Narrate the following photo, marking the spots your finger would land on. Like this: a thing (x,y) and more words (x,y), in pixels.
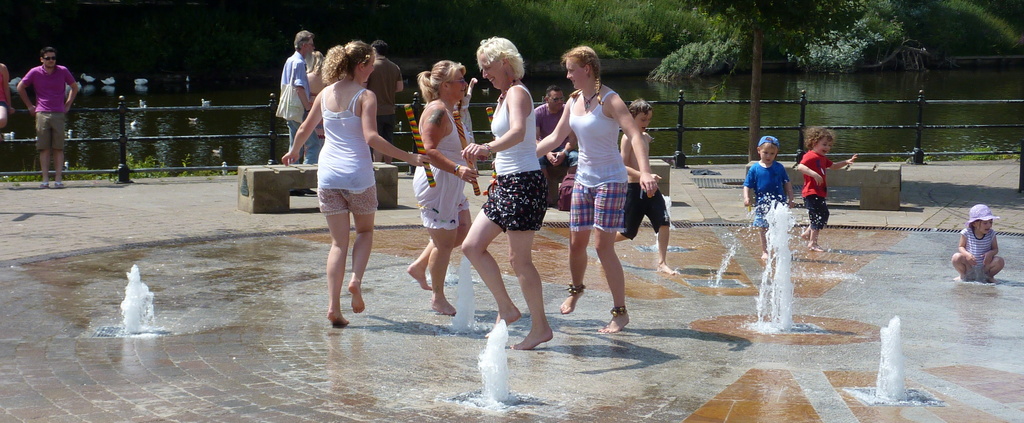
In this image in the center (513,171) there are persons (595,217) dancing and smiling. In the background (57,101) there are persons (299,90) standing and walking and sitting and there are empty benches (869,177) and there is a railing (707,129) and there is water (737,83) and there are trees (806,23). In the front (483,391) there are water fountains (772,329).
